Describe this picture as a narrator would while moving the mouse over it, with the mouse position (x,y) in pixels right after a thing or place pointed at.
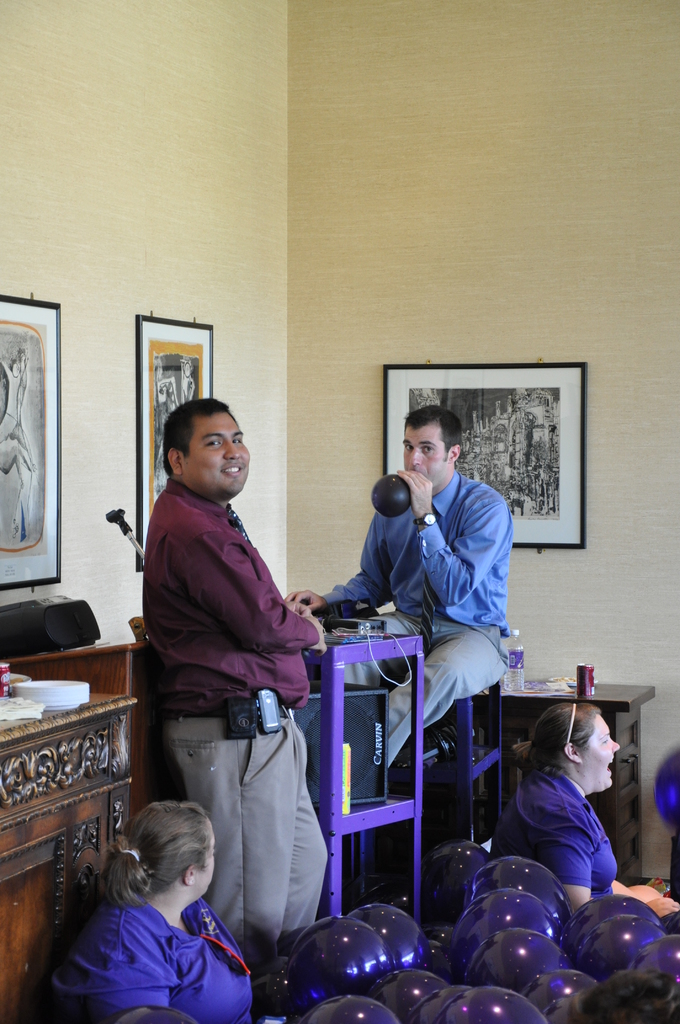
In this image we can see a few people (299,781), one of them is sitting on the stool (499,709), and blowing a balloon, there are some balloons (469,902), a bottle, and a tin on the table (509,707), we can see a stand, photo frames (4,511) on the wall (115,634), speaker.
